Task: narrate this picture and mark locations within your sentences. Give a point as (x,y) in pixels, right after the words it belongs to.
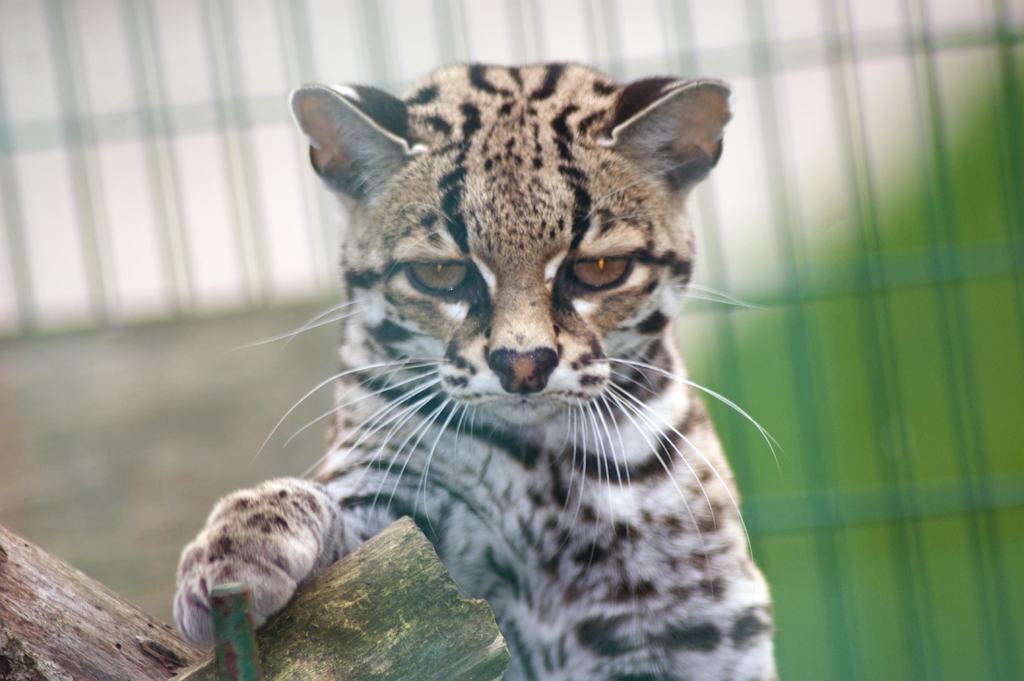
In this image I can see an animal (653,466) in black, white and brown color. Background (952,158) is green and white color and it is blurred.
